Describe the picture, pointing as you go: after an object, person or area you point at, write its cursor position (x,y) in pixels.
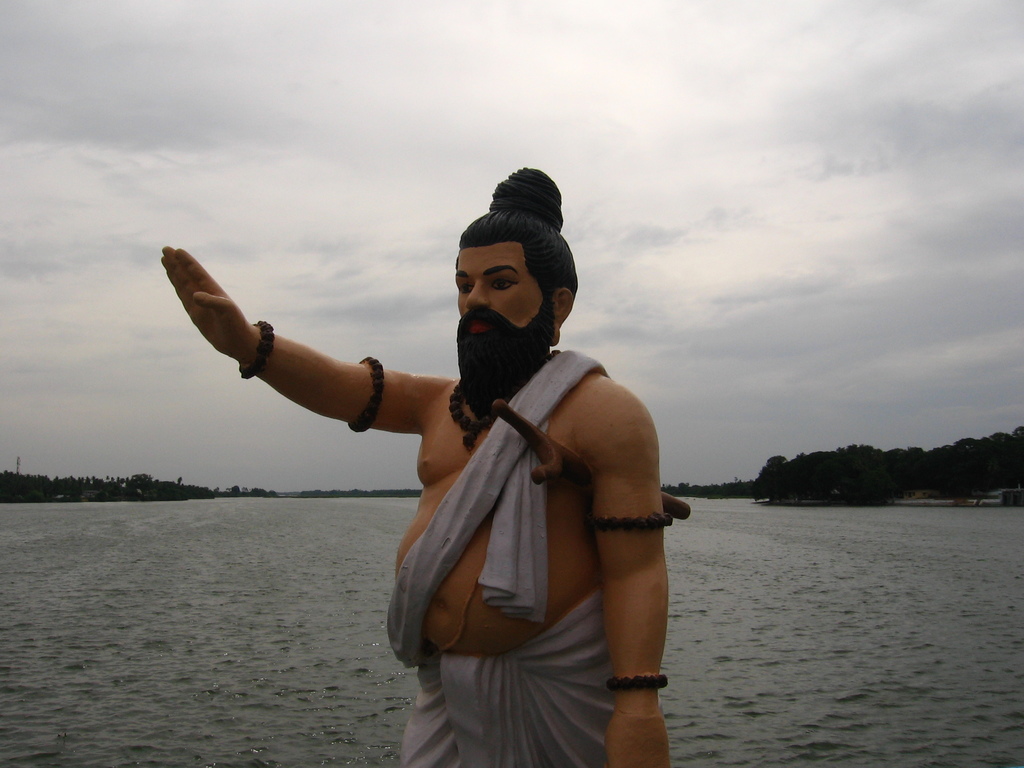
In this picture we can see a statue (474,487), in the background (207,516) we can find water (229,567) and few trees (912,474).
